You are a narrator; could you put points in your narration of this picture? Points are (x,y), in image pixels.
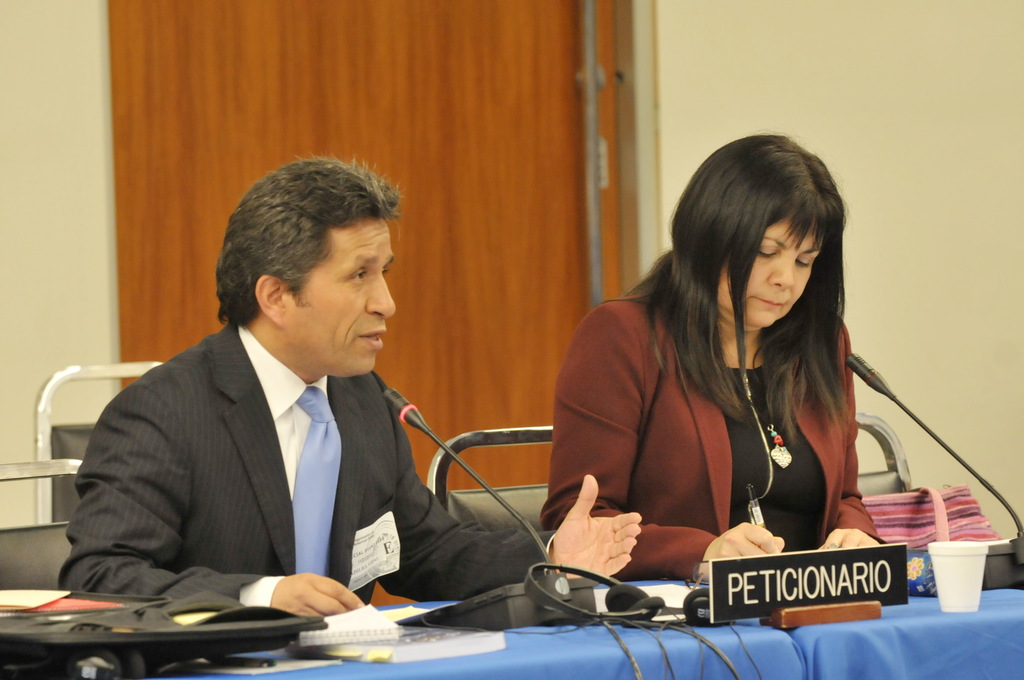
In this image we can see some chairs (466,505), one man (591,521) sitting on the chair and talking. There are two tables (723,628) covered with blue table cloth (724,645), two microphones (1006,584) on the table (852,662), some books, one cup (933,550) and some objects (43,594) on the table (933,615). There is one bag (889,533) on the chair (891,483), one wooden door (520,93) with pole (591,261), one woman (745,424) sitting on the chair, holding a pen (762,518) and writing.
